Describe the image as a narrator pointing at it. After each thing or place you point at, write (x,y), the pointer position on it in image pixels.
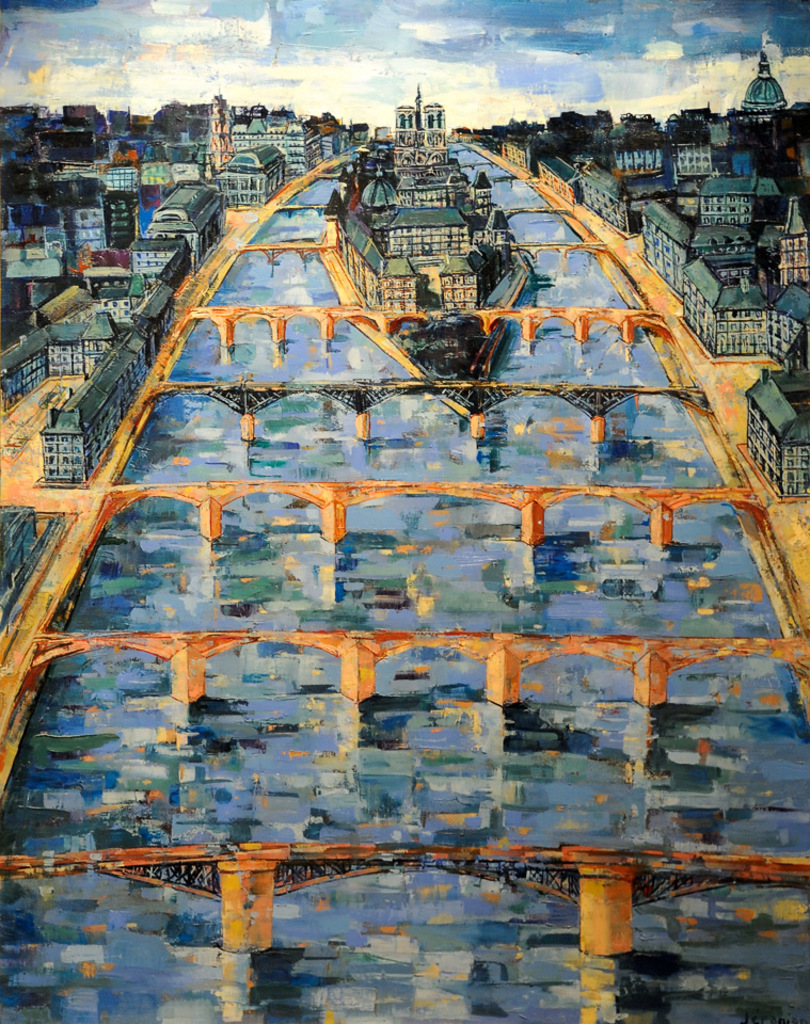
The picture is a painting. In the center of the picture (273,342) there is a water body (339,420) and there are bridges (307,389) and buildings (421,206). On the left (84,399) there are buildings (172,199). On the right (743,184) there are buildings (701,184). Sky (481,87) is cloudy.
